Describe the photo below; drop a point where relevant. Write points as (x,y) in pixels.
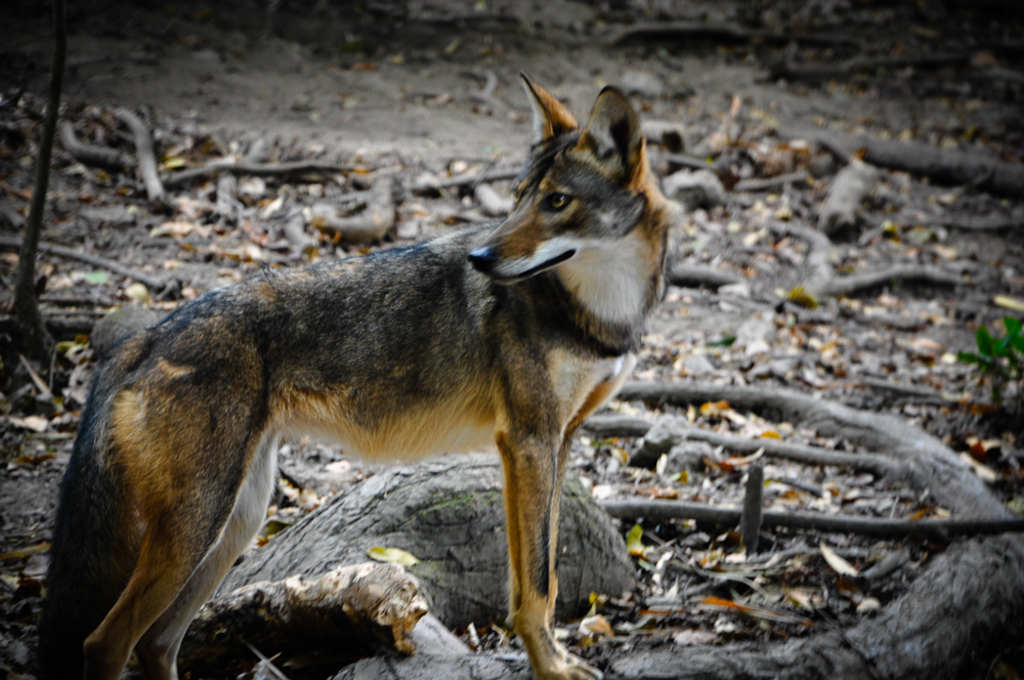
In the center of the image (590,360), we can see an animal (564,426) and in the background (411,521), there are logs (482,536).
